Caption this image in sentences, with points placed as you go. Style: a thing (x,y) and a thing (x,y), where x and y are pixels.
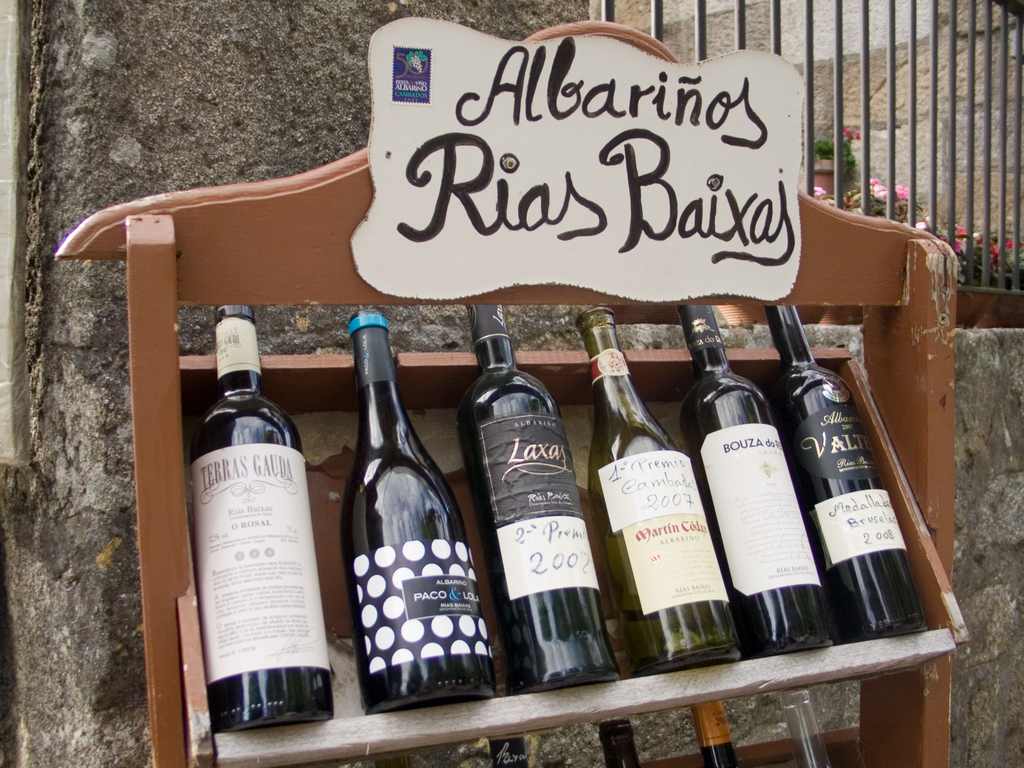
In this image I can see few bottles (259,714).
